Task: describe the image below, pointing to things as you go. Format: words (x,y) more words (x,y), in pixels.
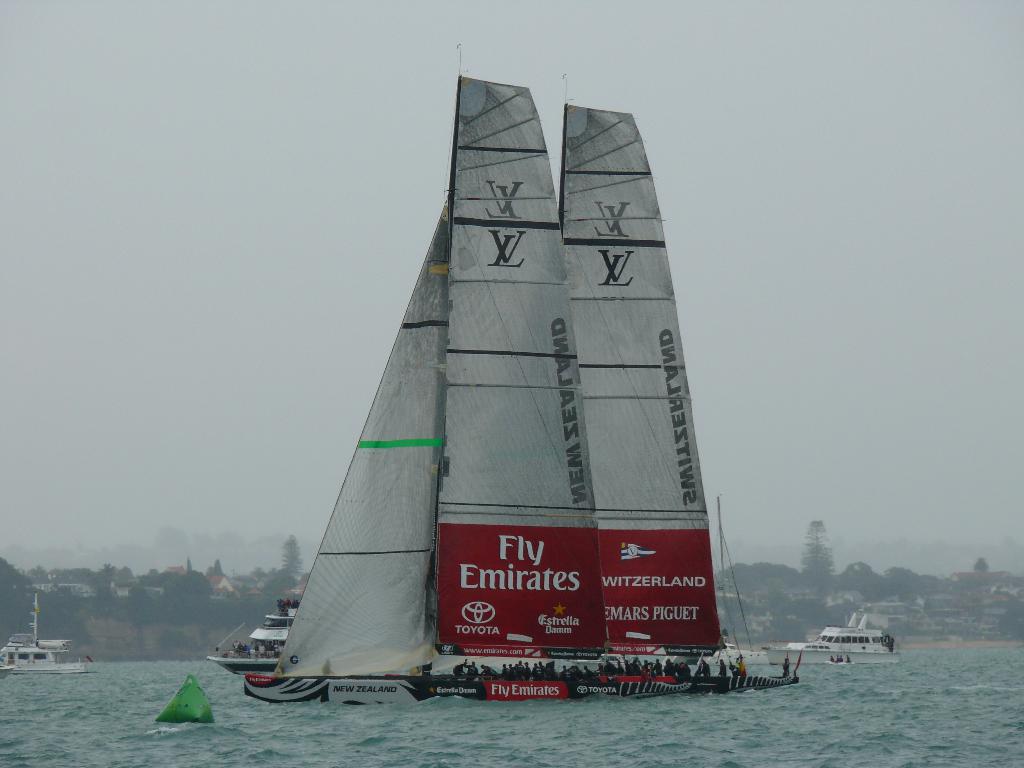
Here in this picture in the front (459,479) we can see a boat (429,473) present in the water (391,715) over there, as we can see water (936,692) present all over there and we can see number of people (723,666) present on the boat (571,630) over there and behind that also we can see number of boats (40,647) present in the water (94,674) over there and in the far we can see houses (879,613) and plants (166,608) and trees (771,595) present and we can see the sky (343,363) is cloudy over there.
